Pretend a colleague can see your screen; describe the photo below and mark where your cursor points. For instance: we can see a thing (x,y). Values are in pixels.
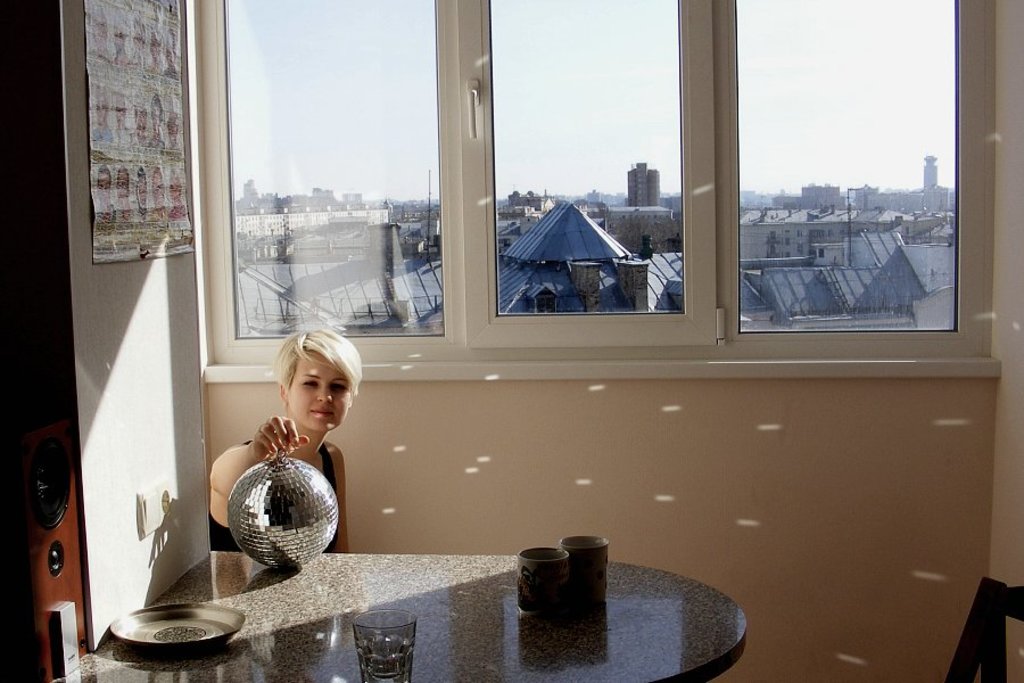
The picture is taken in a closed room (519,598) in which one woman (304,396) is sitting and holding a silver ball (303,534) on the table (355,668) and on the table (523,626) there are cups (563,596) and plate (220,626) and behind her there are glass windows (564,305) and outside the glass windows (728,151) there are number of buildings (559,238) and a sky (531,42) and beside her there is wall (199,262) with poster (163,228).
